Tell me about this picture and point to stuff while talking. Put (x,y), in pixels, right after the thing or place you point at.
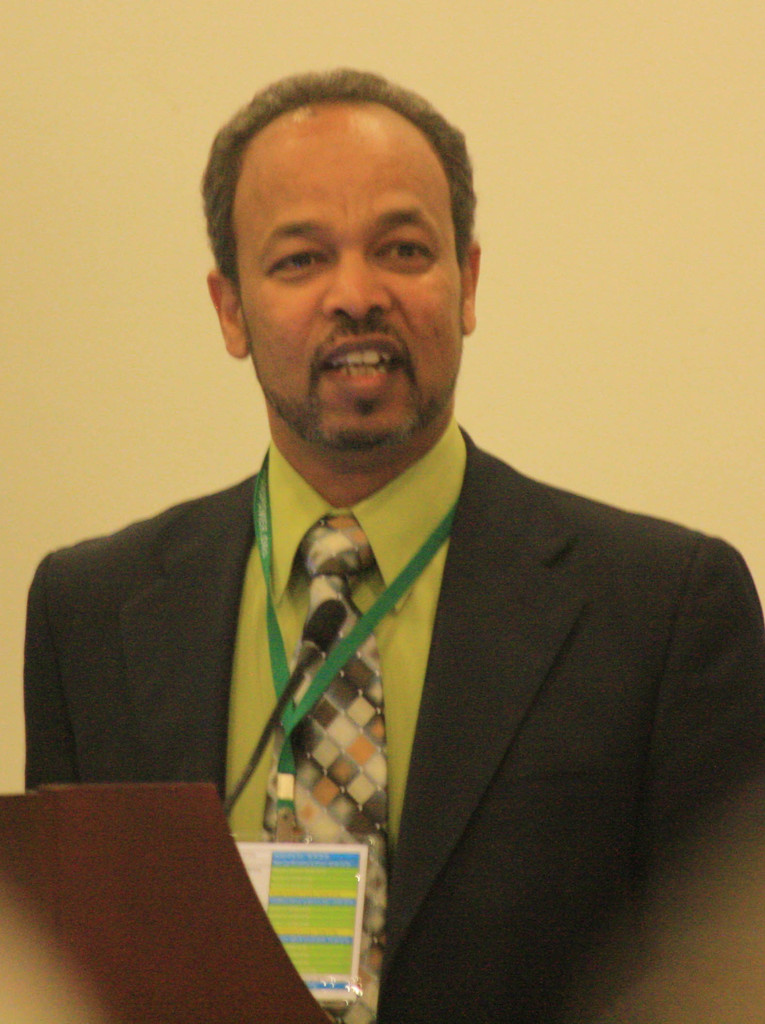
In this image we can see a man (311,490) standing and a mic (288,697) is placed in front of him.
